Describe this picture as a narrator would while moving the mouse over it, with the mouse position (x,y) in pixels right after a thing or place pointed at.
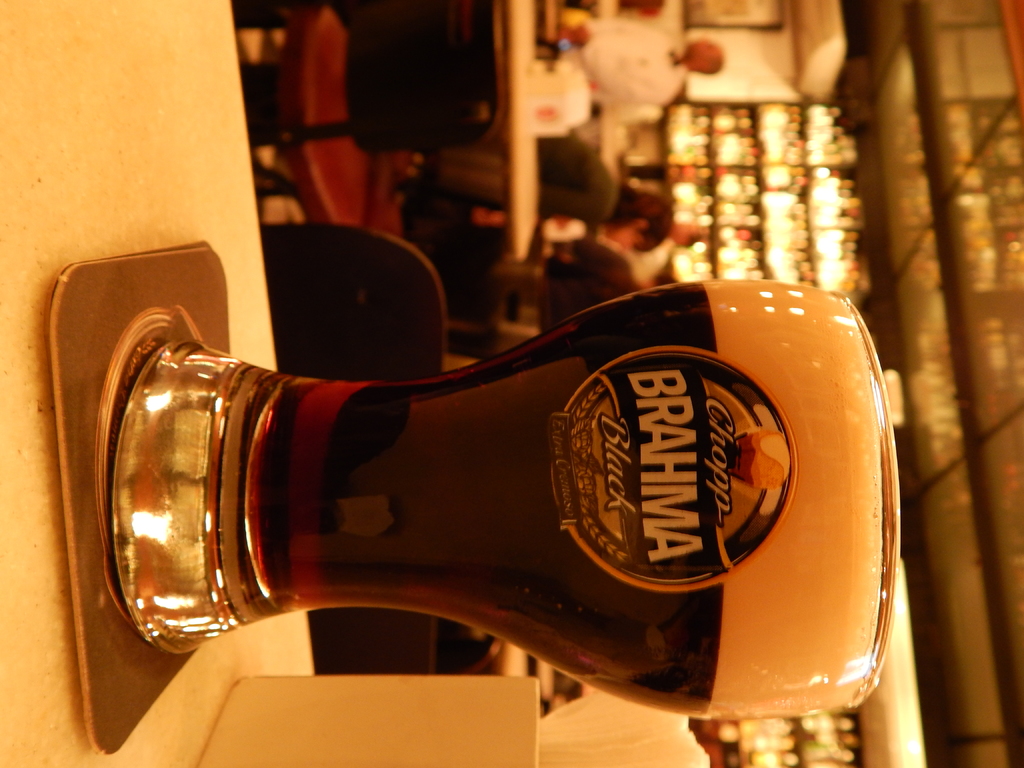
In this image there is a glass (542,417) of beer (492,446) on the coaster (100,650) and a tissues box (545,755) on the table (117,235), and in the background (329,187) there are group of people (600,171), chairs (432,54), tables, frame (735,10) attached to the wall (717,43), lights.
